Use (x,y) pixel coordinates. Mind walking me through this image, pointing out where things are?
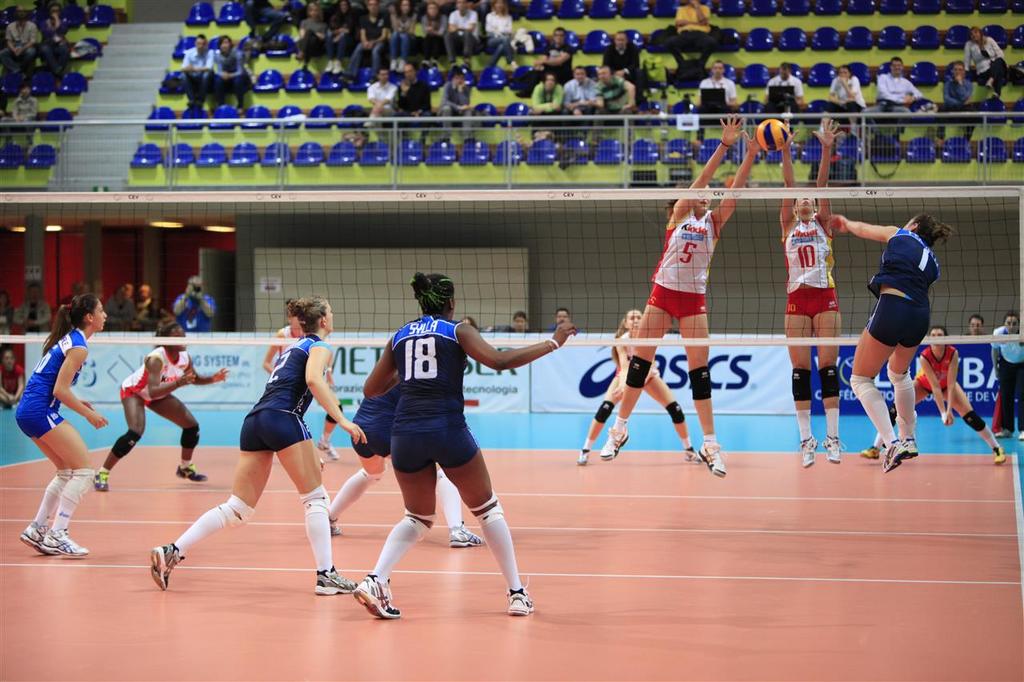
On the left side (36,436) few girls (253,448) are running, they wore blue color dresses (399,450). On the right side (701,246) 2 girls (804,234) are jumping, they wore white color tops (793,266).
